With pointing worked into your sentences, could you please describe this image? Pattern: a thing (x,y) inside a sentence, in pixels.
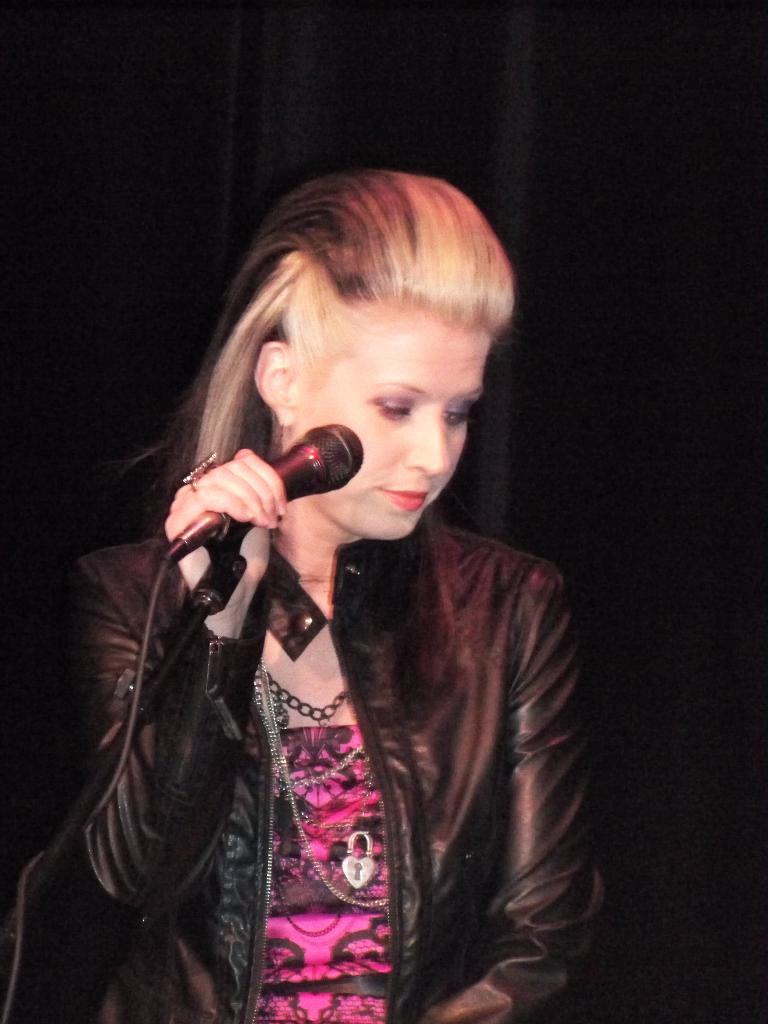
This woman (417,702) wore jacket (421,696), chains (284,772) and holding mic (314,457) and looking downwards.
